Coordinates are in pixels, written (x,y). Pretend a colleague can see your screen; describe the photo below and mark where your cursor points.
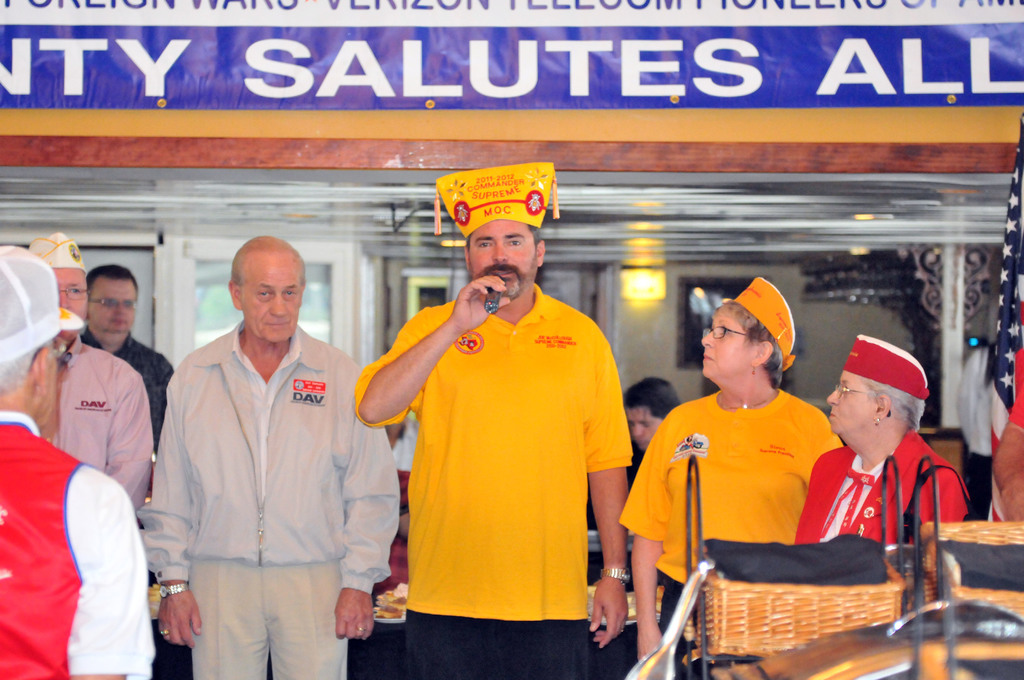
The man (458,406) in the middle of the picture (509,381) wearing a yellow t-shirt (506,406) is holding a microphone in his hand (468,322) and he is talking on the microphone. Beside him, we see people (188,471) standing and looking at the man (456,531) who is talking. In front of them, we see a basket (771,597) in which black color cloth (845,564) is placed. Behind him, we see a door (348,296), window (322,329) and a wall (677,313) on which photo frame (677,313) is placed. At the top of the picture (489,61), we see board (294,32) in white and blue color with some text (147,62) written on it.
